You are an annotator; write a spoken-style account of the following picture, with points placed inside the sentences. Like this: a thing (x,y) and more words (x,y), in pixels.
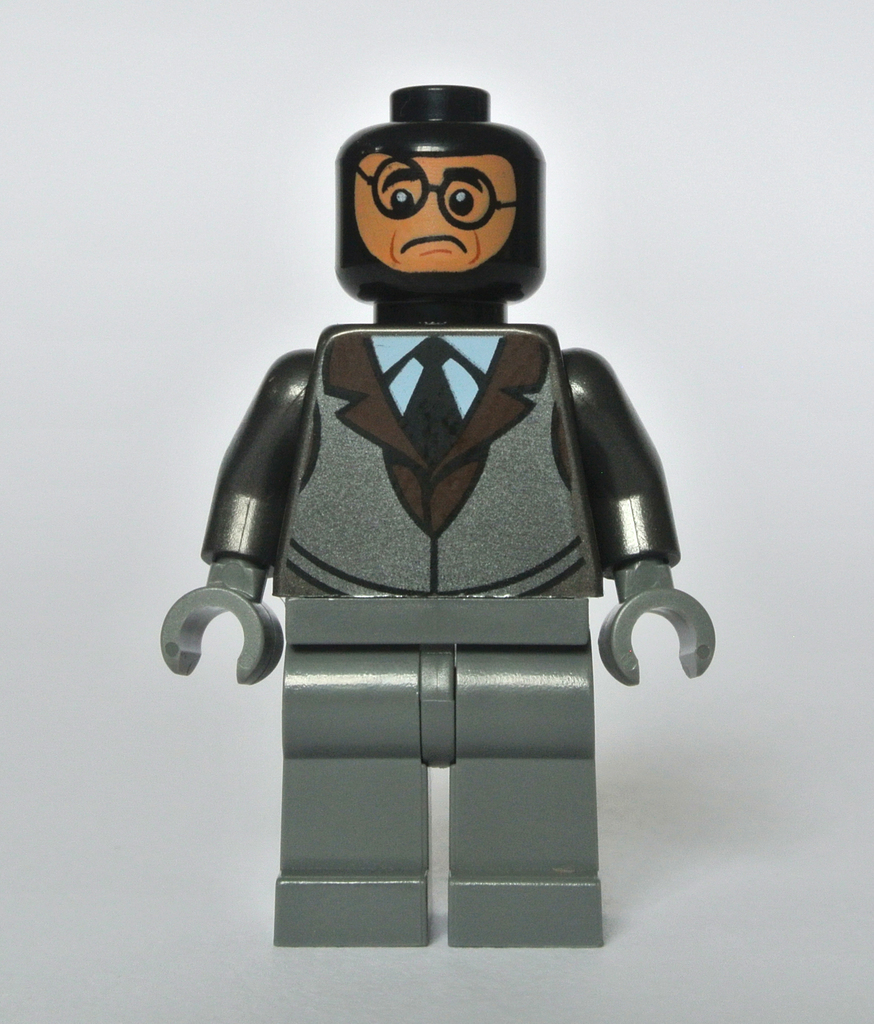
It's a toy (348,497) which is in the shape of a man (473,463).
